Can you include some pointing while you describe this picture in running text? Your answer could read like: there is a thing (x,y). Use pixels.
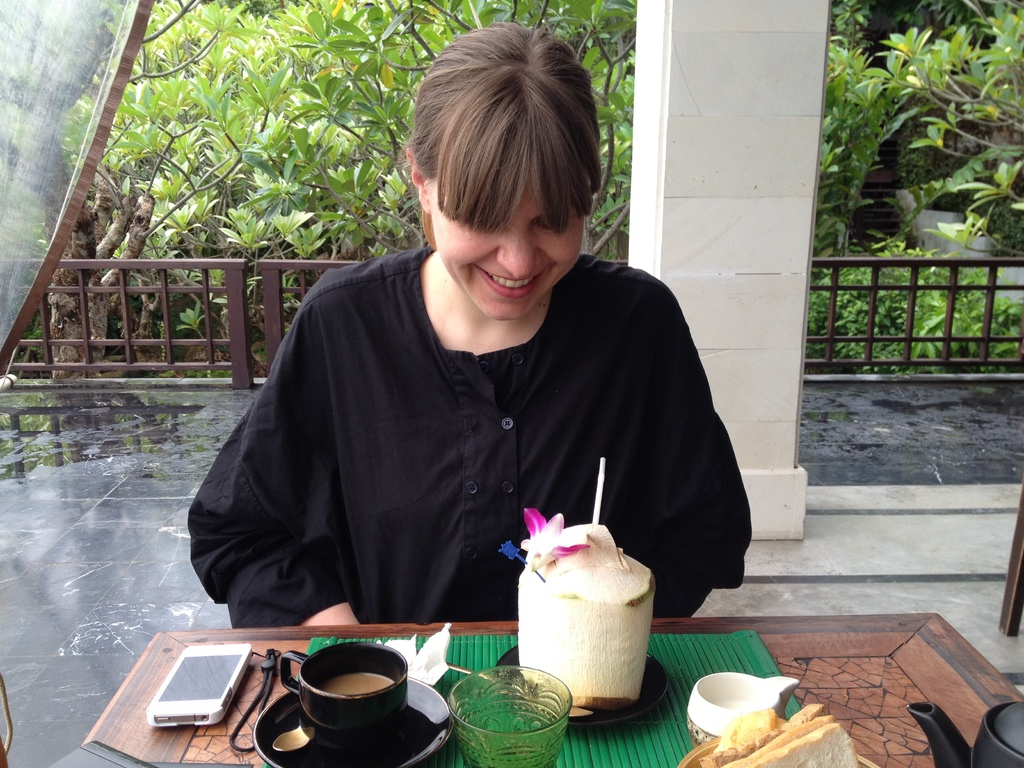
In this picture we can see a women (632,346) wearing a black color dress (490,406) and holding a beautiful smile on her face (491,273) and she is looking towards a coconut (589,607) which is placed on the table (340,637). This is tea (388,683) in a cup (373,717) with saucer (359,749) and spoon (300,746). This is a mobile (219,679). Here we can see bread (809,746). This is a bread (772,759). on the background (277,69) we can see trees (157,169). this is a pillar (770,331).
